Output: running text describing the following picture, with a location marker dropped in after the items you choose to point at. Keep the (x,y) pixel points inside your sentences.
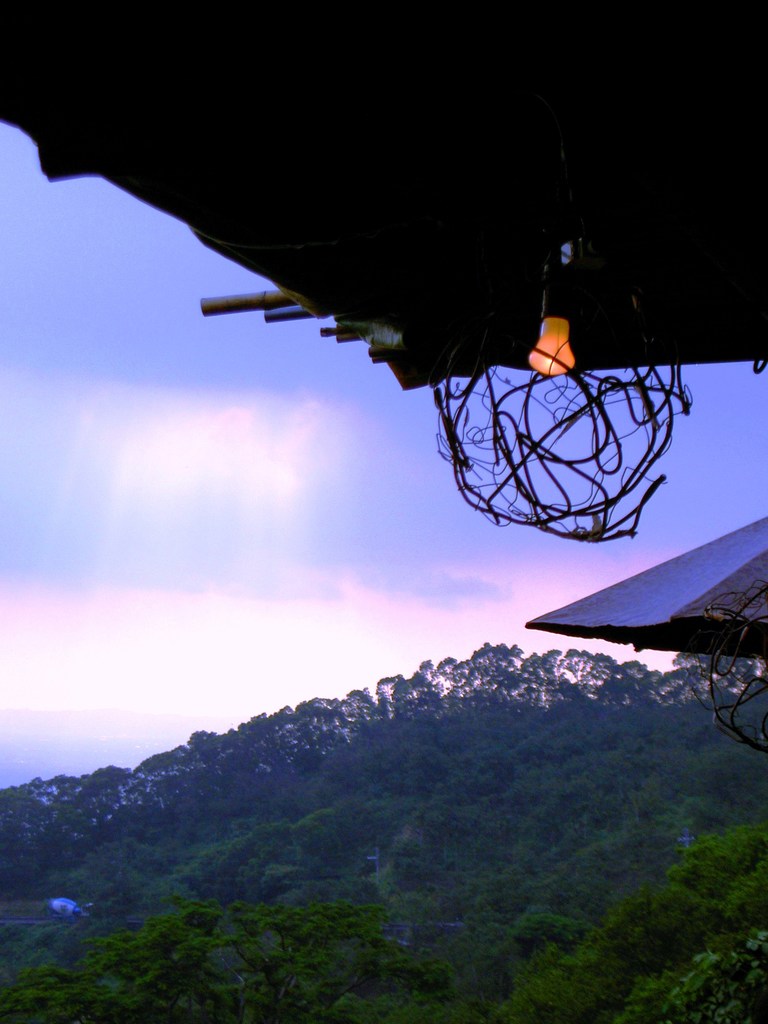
In this image I can see few trees (426,943) in green color and I can also see the light (606,414). Background (79,506) the sky (144,334) is in blue and white color.
